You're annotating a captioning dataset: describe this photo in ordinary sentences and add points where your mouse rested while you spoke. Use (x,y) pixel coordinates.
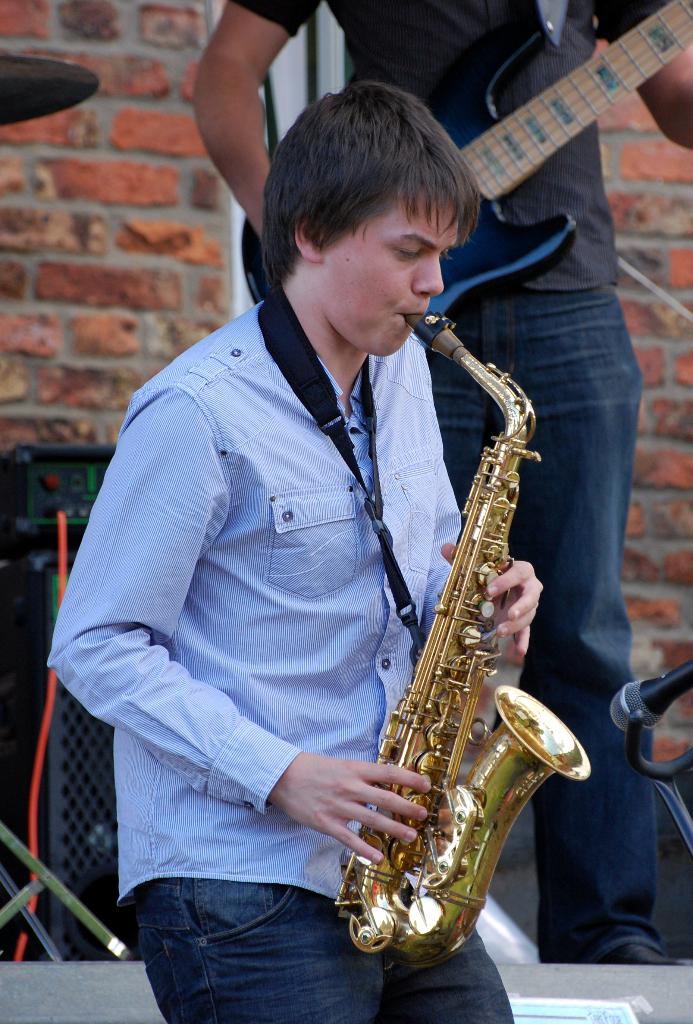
A man (396,306) is playing a saxophone (377,898).
